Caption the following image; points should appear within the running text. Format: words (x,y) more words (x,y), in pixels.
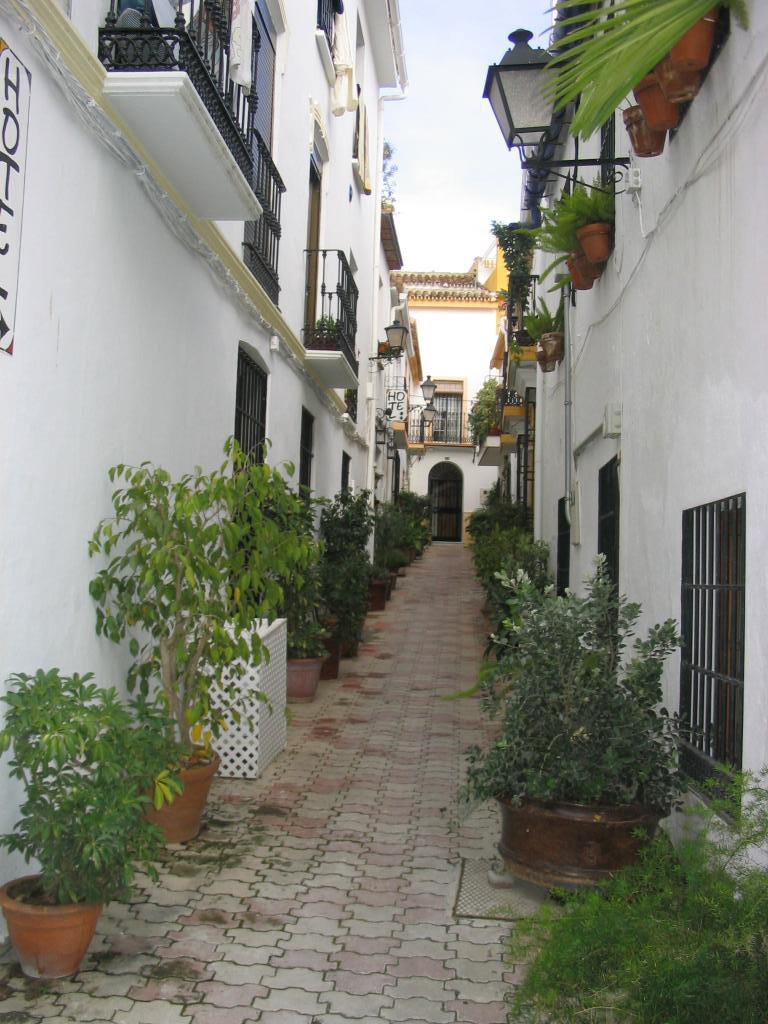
We can see plants (81,849) with pots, buildings (610,267), lights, fences (184,51) and windows (614,575). In the background (438,227) we can see sky (427,241).
